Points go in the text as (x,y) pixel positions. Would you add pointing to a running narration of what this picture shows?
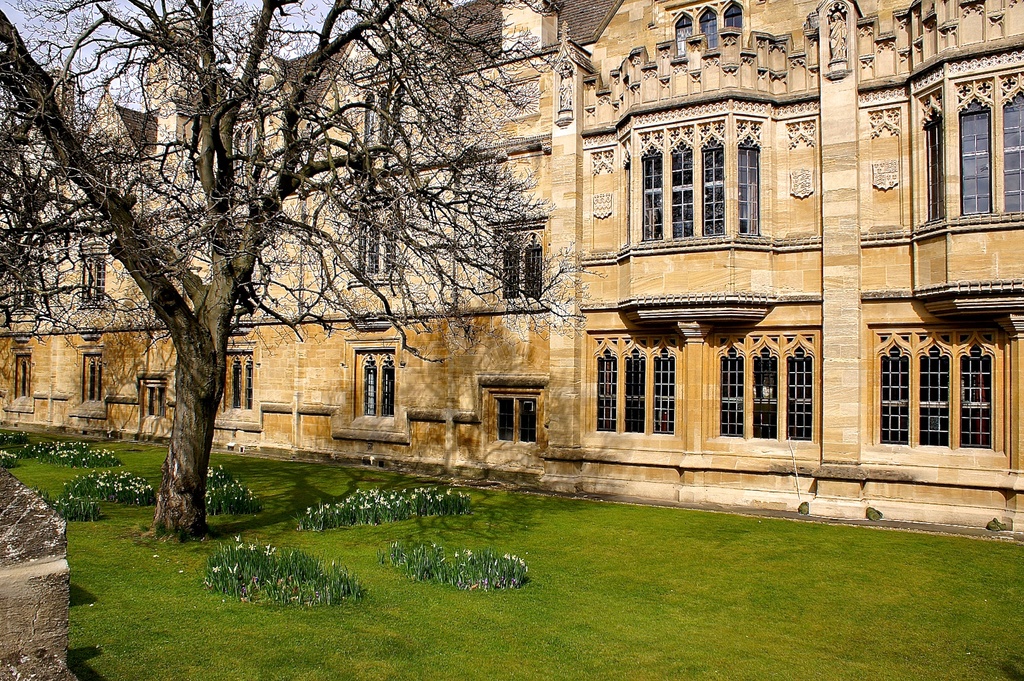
In this picture we can see a building (508,408) here, there are some glass windows (726,408) here, at the bottom (633,608) there is grass (558,636), we can see some plants (448,562) and a tree (238,294) here, there is the sky (216,15) at the left top of the picture (71,27).
